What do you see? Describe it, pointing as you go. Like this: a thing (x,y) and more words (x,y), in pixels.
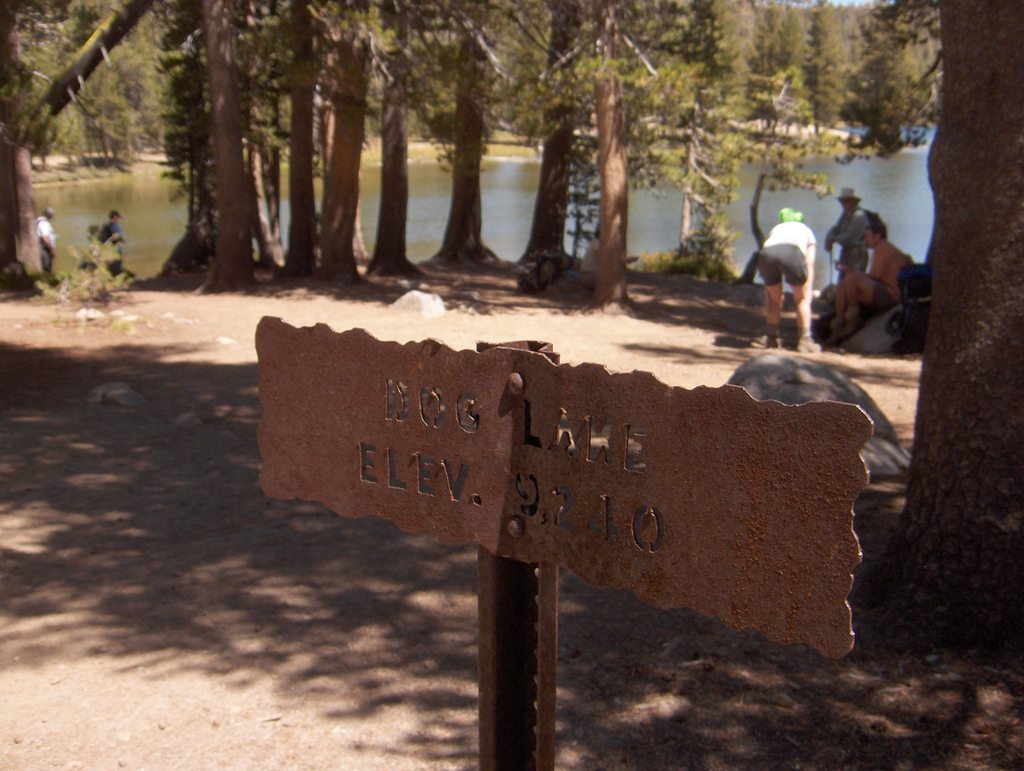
This picture is clicked outside. In the foreground (694,549) we can see the text (441,416) on a board (552,459) attached to the metal stand (490,640) and we can see the group of persons (43,253), trees (413,108), water body (442,195) and some other objects (689,266).
